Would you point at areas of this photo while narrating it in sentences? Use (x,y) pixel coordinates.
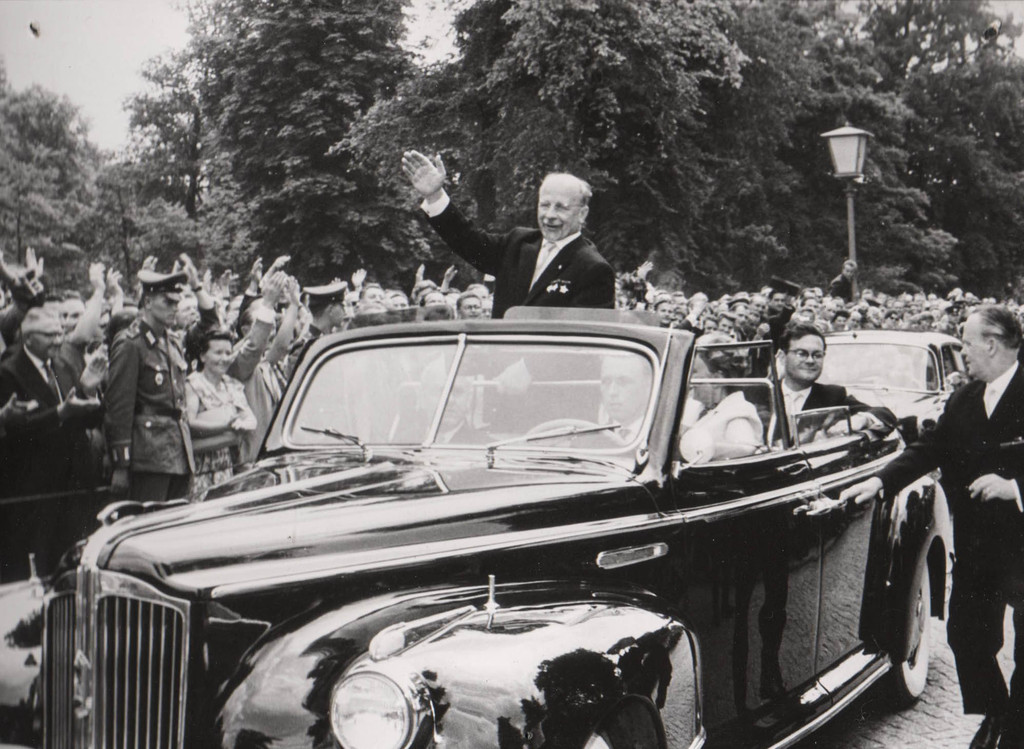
In the foreground (586,387), a car (171,661) is there in which one person (594,255) is standing and another three persons (814,398) are sitting in the car (777,404). And next to that a person (977,419) is walking. In the middle (469,304), a group of people (182,385) standing. On the top (317,224) trees (33,122) are visible and a sky (76,75) white in color visible. This image is taken during day time on the road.
